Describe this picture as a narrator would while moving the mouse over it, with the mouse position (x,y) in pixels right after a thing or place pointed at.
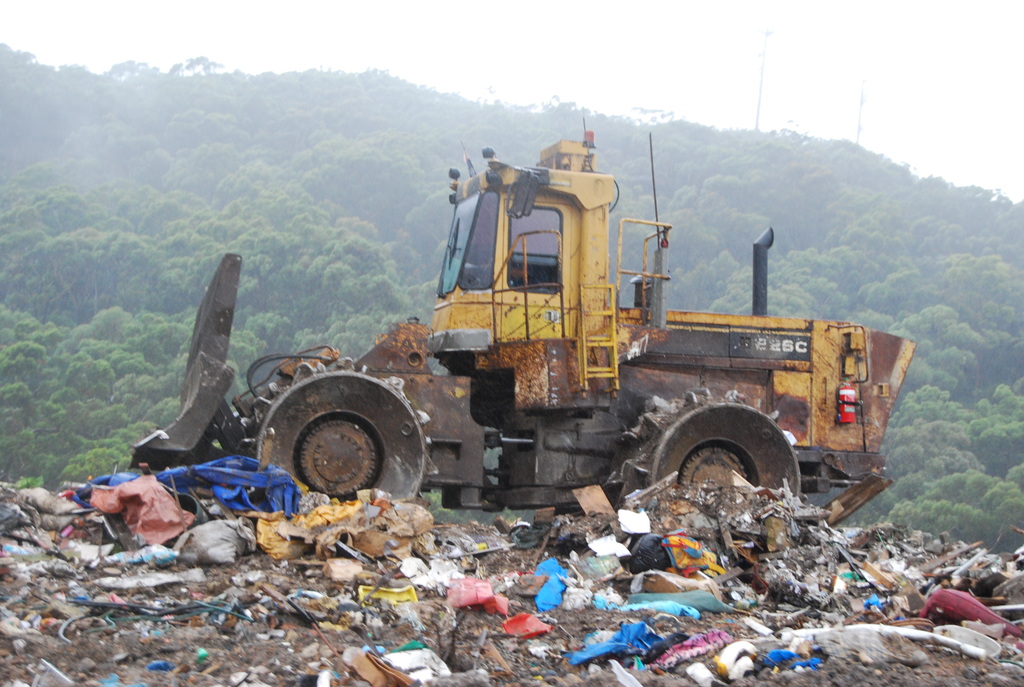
In the image we can see bulldozer (447,435), we can see garbage (510,595), trees (382,224) and the sky (786,89).
